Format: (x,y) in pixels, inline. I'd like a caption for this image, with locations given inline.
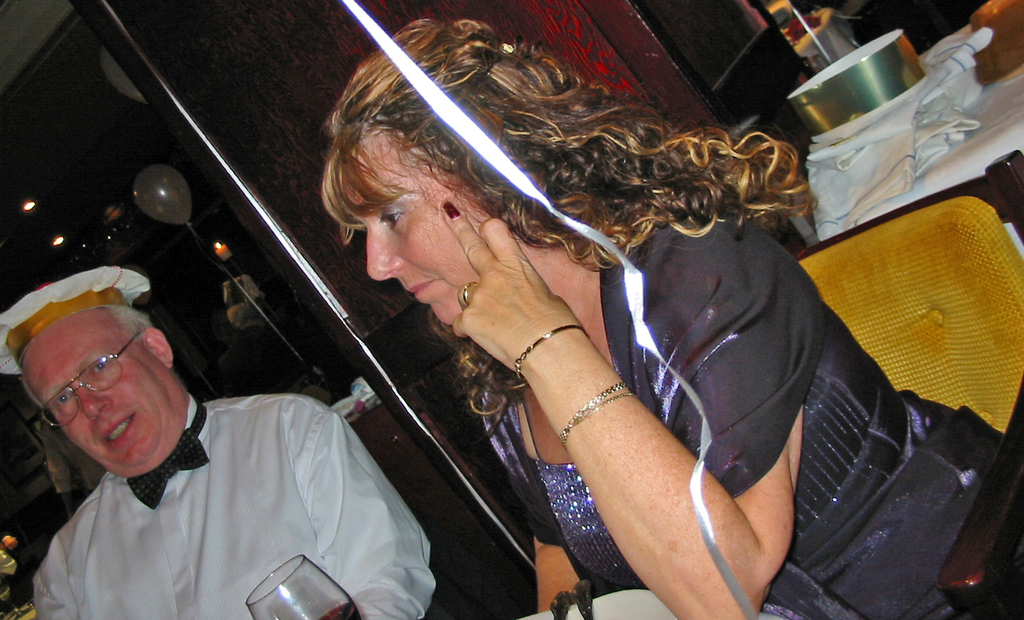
In this image we can see few people (502,445) sitting on the chairs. There is a drink glass (313,603) at the bottom of the image (316,604). There are few spoons (554,610) on the plate (580,613) at the bottom of the image (571,612). There are few object (869,127) at the right side of the image (902,89). We can see few reflections (172,195) on the glass (75,199) in the image.
